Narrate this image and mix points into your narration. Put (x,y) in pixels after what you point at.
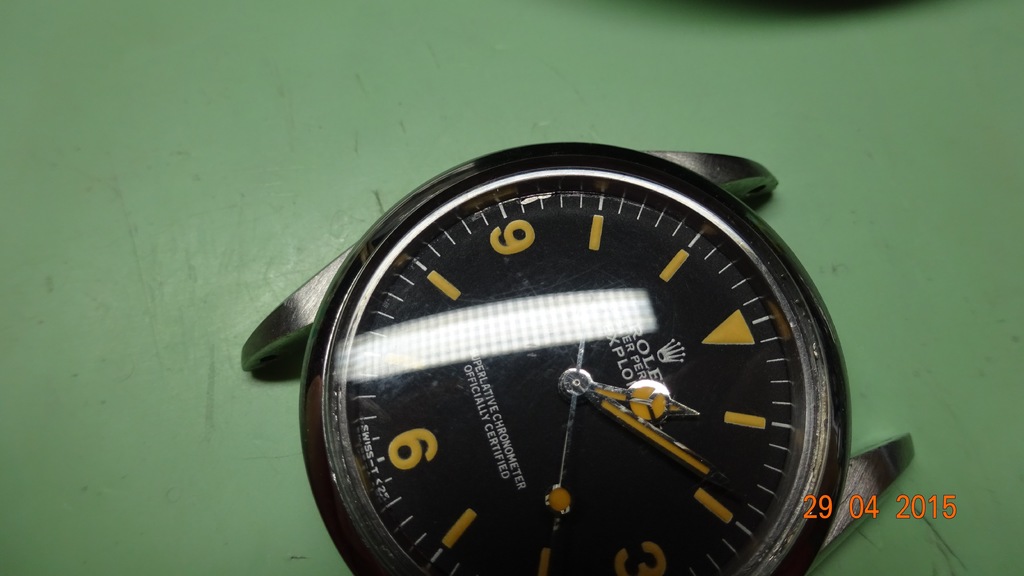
In this image we can see a watch (512,220) on a green color platform (919,415). At the bottom of the image (821,513) we can see some text (809,506).
